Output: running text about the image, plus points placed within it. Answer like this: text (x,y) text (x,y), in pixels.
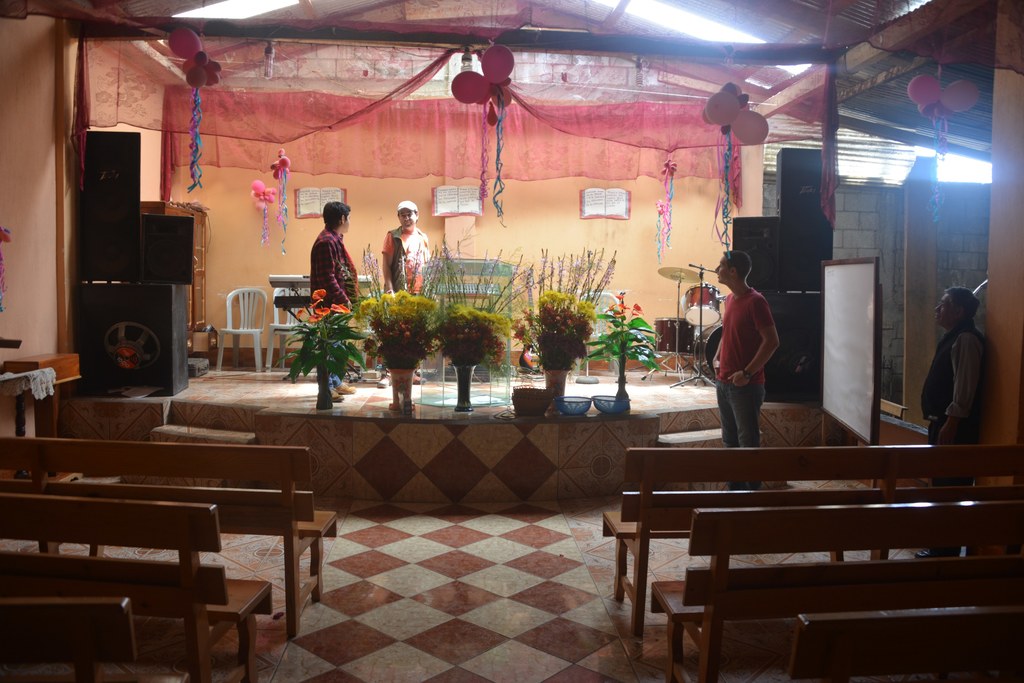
In the picture I can see flower bouquets (488,334), benches (749,525), people (349,295) among them some are standing on the floor (496,535) and some are standing on stage (386,388). I can also see sound speaker (144,296), balloons (491,106), chairs (242,308) and some other objects (715,326).
